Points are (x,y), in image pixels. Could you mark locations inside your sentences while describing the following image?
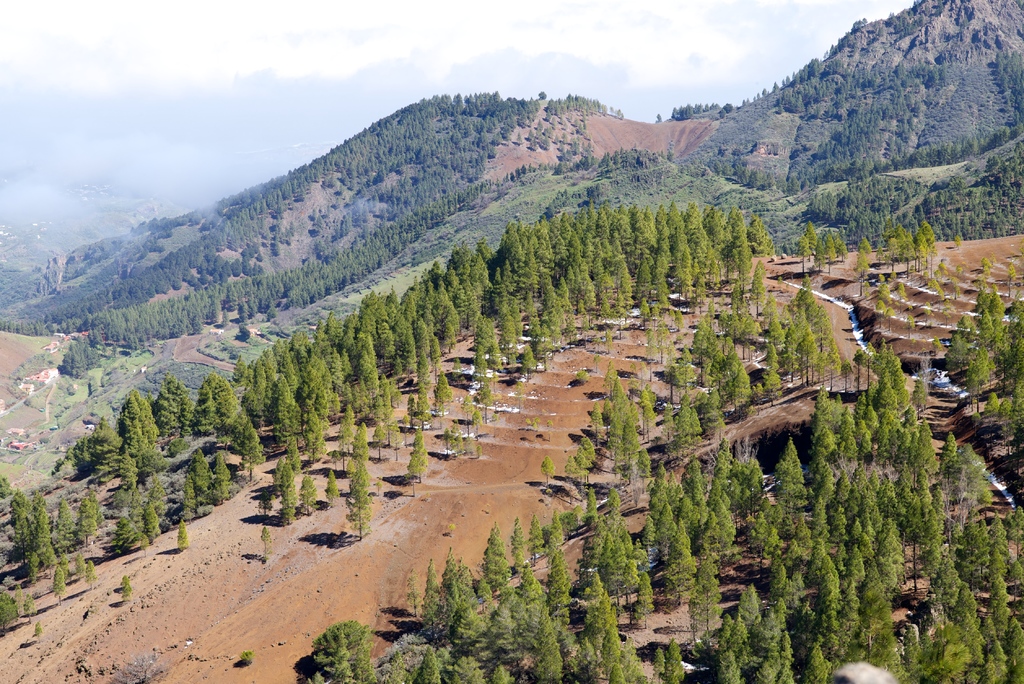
In this picture we can see some mountains (547,391) with many trees (399,244).
